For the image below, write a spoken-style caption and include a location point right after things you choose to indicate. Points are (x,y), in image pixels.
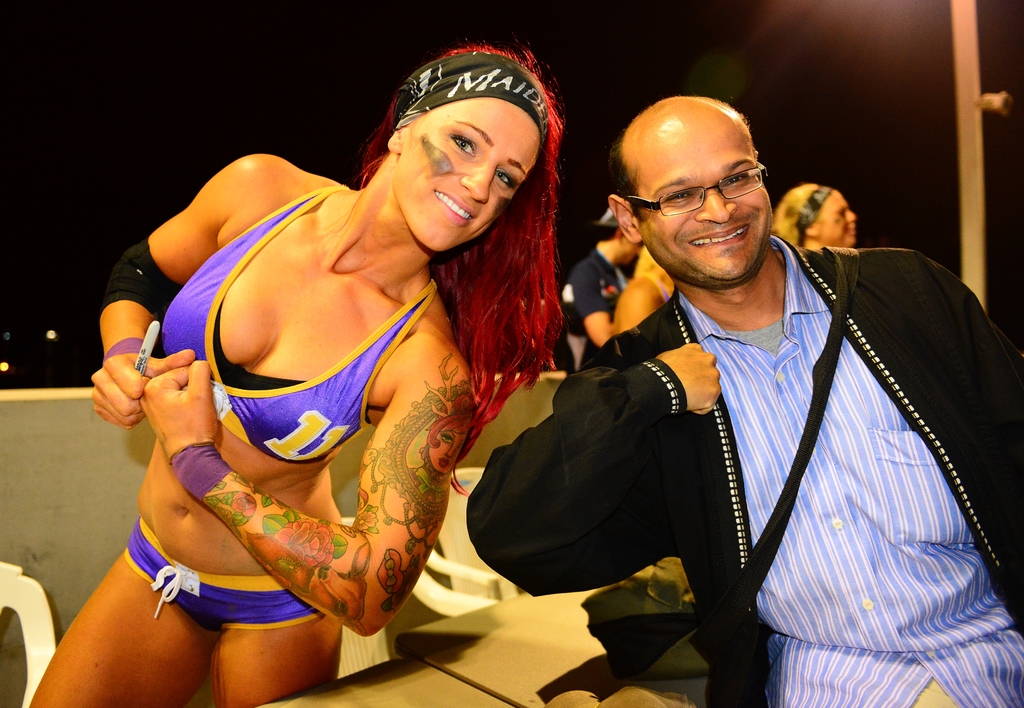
In front of the picture, we see the man (592,397) and the women (297,532) are standing. Both of them are smiling and they might be posing for the photo. At the bottom (387,698), we see the tables (557,639). Beside that, we see the chairs (458,591). Behind them, we see people (608,314) are standing. On the right side (955,117), we see a pole (971,122). Behind her, we see a wall (110,468). In the background (61,166), it is black in color.
